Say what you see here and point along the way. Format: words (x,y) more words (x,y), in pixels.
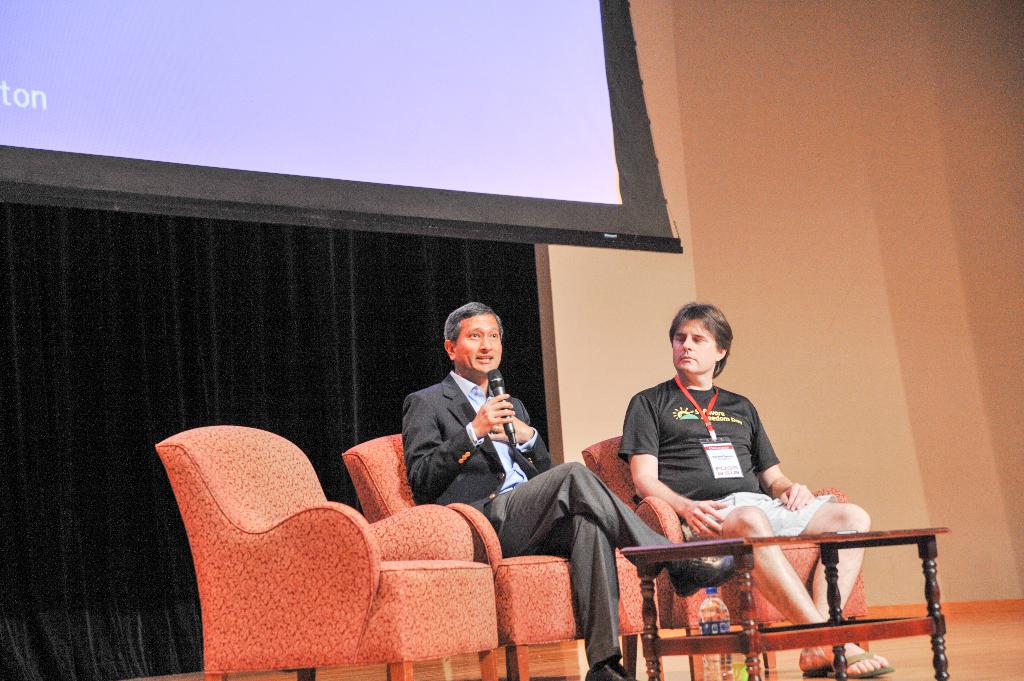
there is a table (725,552) in the front (779,541). below that there is a water bottle (720,616). there are 3 sofa chairs (362,561) on which 2 people (684,462) are sitting. the person (548,458) at the center (492,405) is holding a microphone (503,386). behind him there are curtains (284,361) and a projector display (456,114).
